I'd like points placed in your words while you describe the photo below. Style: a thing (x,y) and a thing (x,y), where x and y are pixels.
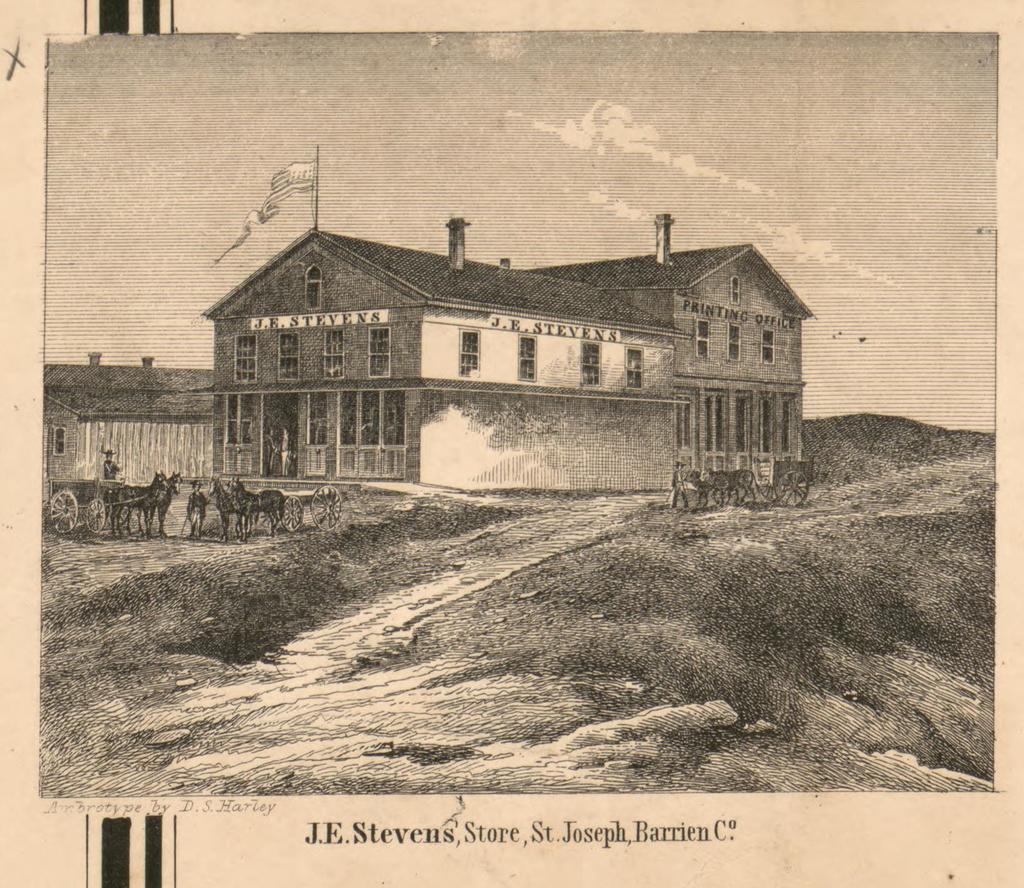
This is black and white image where we can see building (384,352). On top of the building (278,357) flag (285,187) is there. Bottom of the image (657,648) horses (164,530) and carts (778,469) are there and grassy land (598,641) is present. Bottom of the image (341,825) some text (498,837) is written.
